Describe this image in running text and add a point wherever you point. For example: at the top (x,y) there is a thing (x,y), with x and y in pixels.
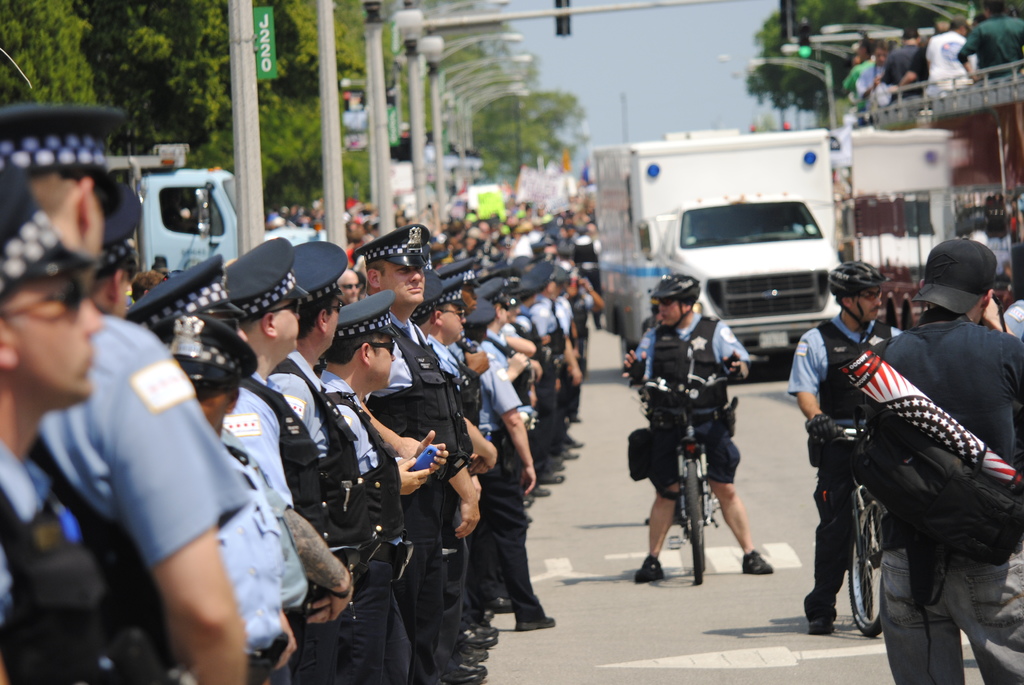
In this image, In the left side (176,554) there some people (190,550) standing, In the middle (661,437) there is a man (677,421) standing on a bicycle (692,457), In the right side (825,531) there are some people (828,395) standing and there is a white color truck (709,196), In the left side (329,147) there are some white color poles (410,84) and there are some trees (137,37) in green color.
